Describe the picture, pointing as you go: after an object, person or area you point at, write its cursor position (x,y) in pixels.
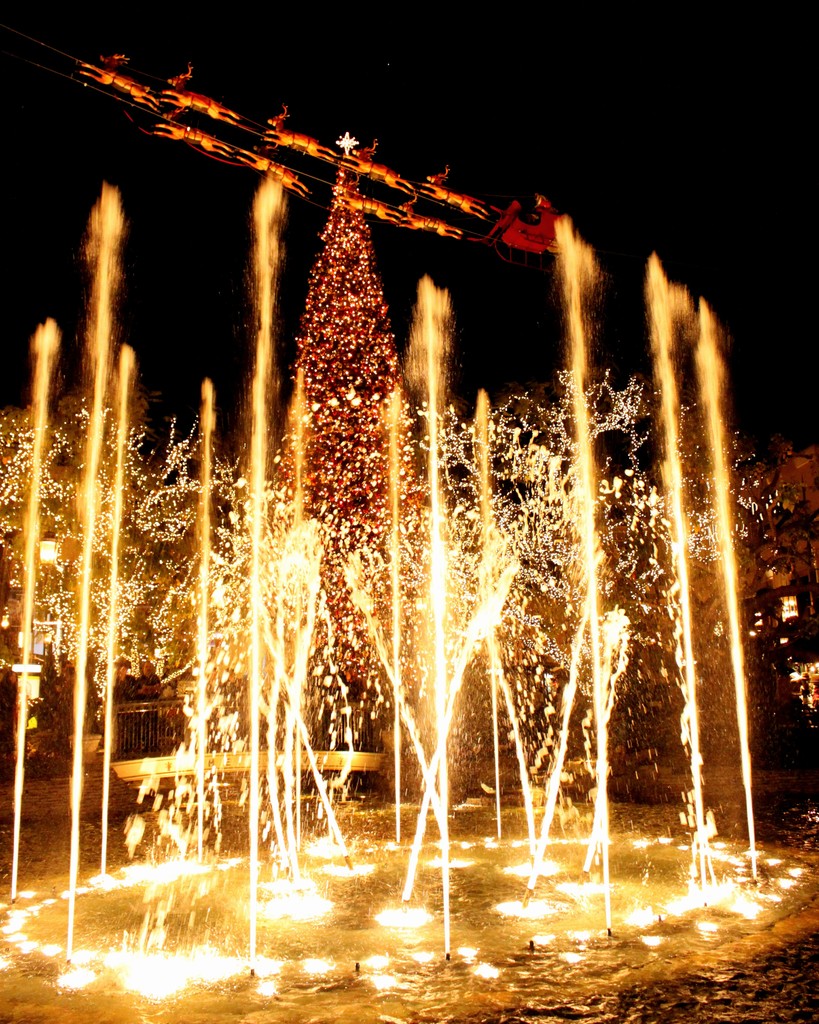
In this image there is a water fountain (519,731). Bottom of the image (127,982) there are lights (456,859). Background there are trees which are decorated with the lights (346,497). Left side (139,686) there are people (146,697) standing behind the fence (149,755). Left side there is a street light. Top of the image (552,94) there is sky (536,126). Middle of the image (360,441) there is a Christmas tree (360,372). Left top there is an object (388,212).
